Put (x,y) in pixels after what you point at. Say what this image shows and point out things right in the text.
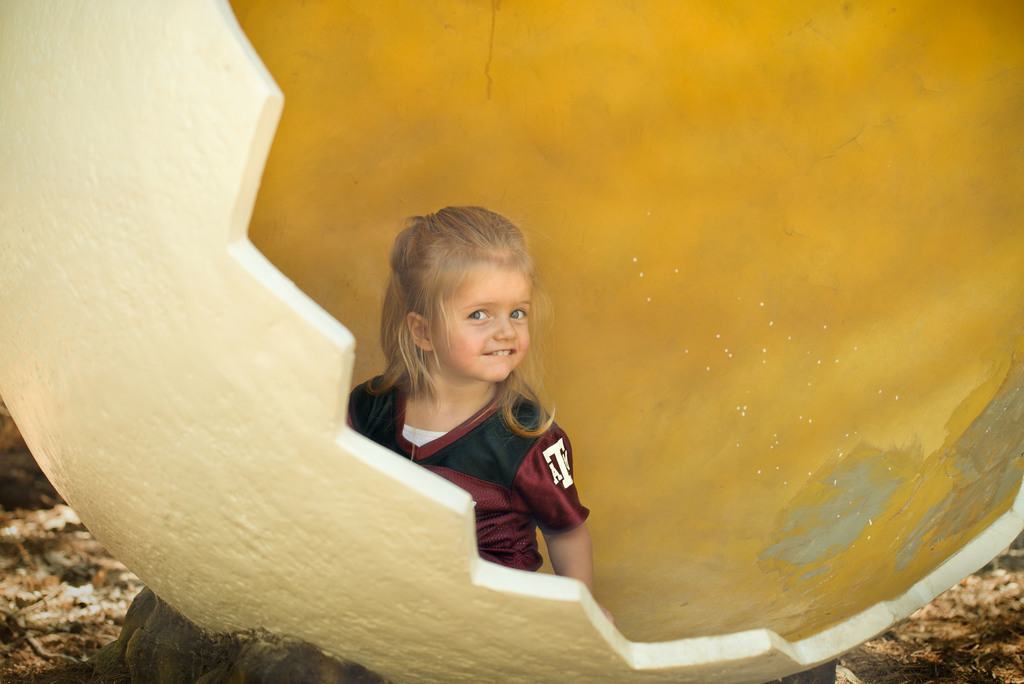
In the center of the image (439,343) there is a girl (565,530). In the background (742,154) we can see eggshell (728,298) and ground (970,633).
